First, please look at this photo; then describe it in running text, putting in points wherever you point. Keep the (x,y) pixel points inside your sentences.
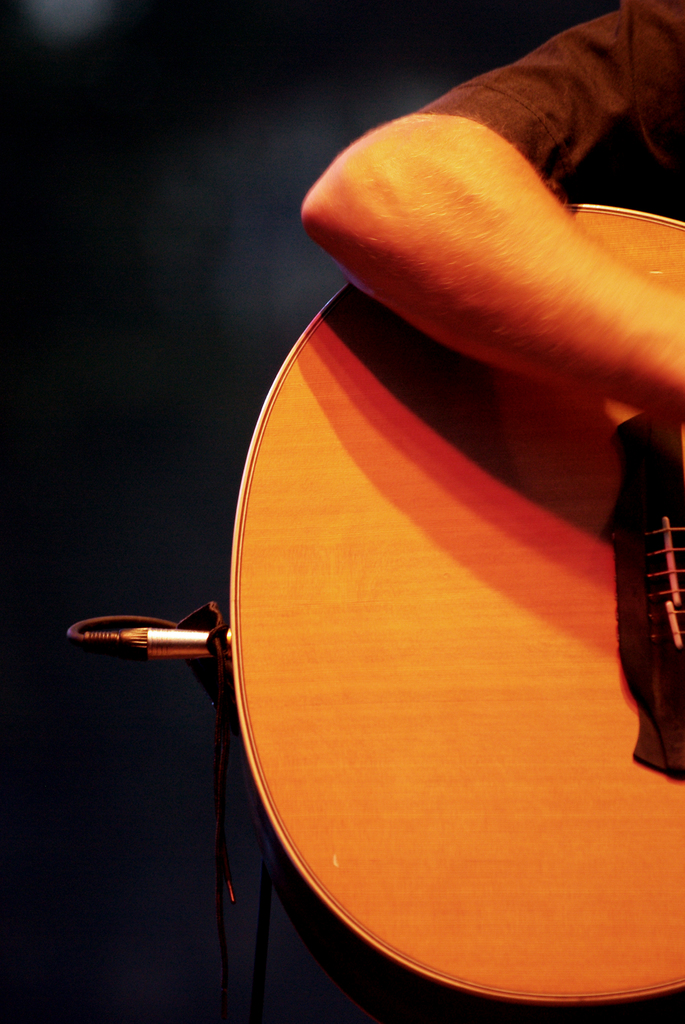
A person (472,298) holding a guitar (441,774) which it has some wires (174,653) inserted in it.
